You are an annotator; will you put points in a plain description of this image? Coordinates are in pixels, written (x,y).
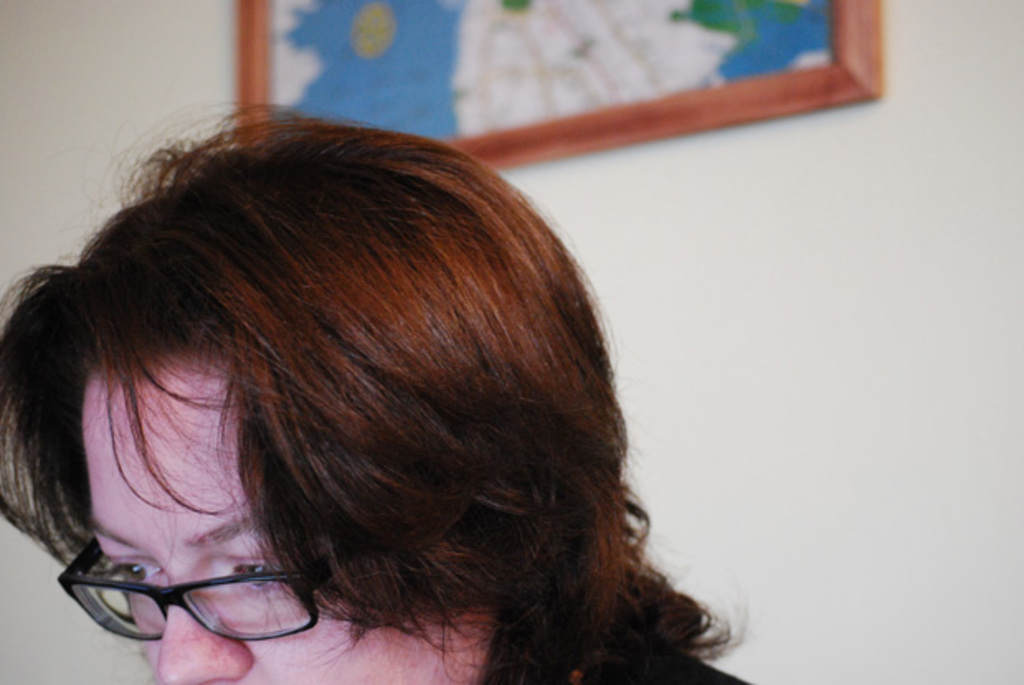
In the picture we can see a woman's face (168,573) with a hair (294,432) and glasses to her eyes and in the background (810,568), we can see a wall (757,403) which is white in color on it we can see a photo frame (633,129) with some painting (686,89) on it.
